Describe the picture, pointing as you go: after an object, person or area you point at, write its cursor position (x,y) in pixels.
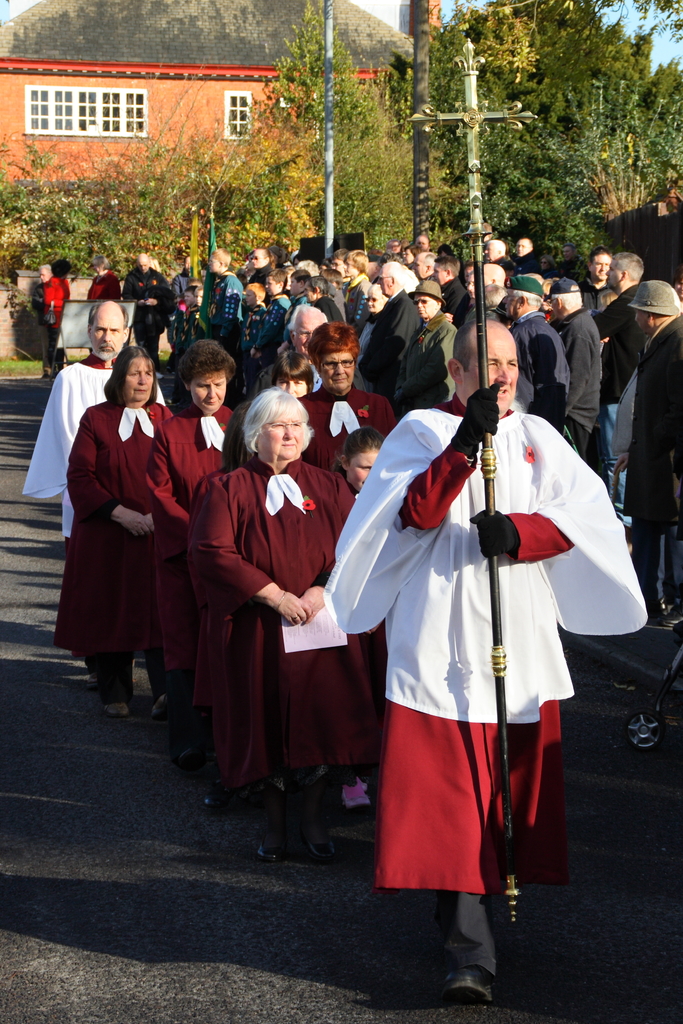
In the image there are a lot of people (290,417) on the road (295,1011) and in the front (497,819) the priest (490,777) is carrying the Christ cross (479,282) and behind them there are many trees (309,152).
